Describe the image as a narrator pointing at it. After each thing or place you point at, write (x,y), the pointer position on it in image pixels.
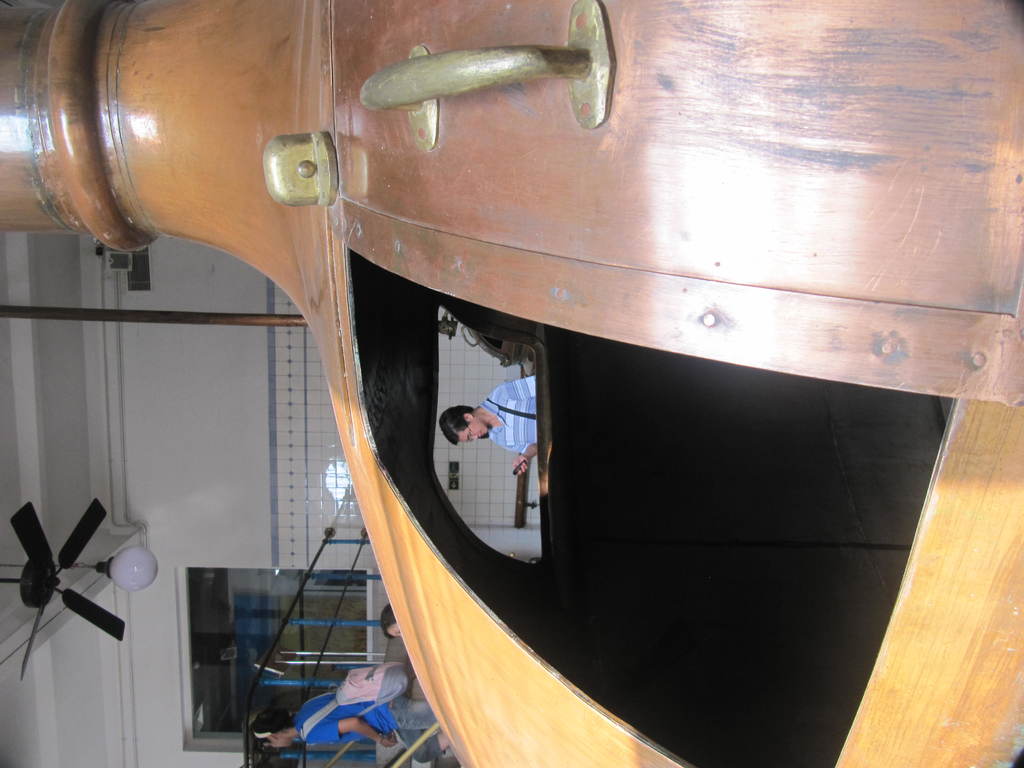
In this image we can see a building (280,584), at the top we can see a fan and a light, there are some people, also we can see a pole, wall (289,505) and an object (800,377).
